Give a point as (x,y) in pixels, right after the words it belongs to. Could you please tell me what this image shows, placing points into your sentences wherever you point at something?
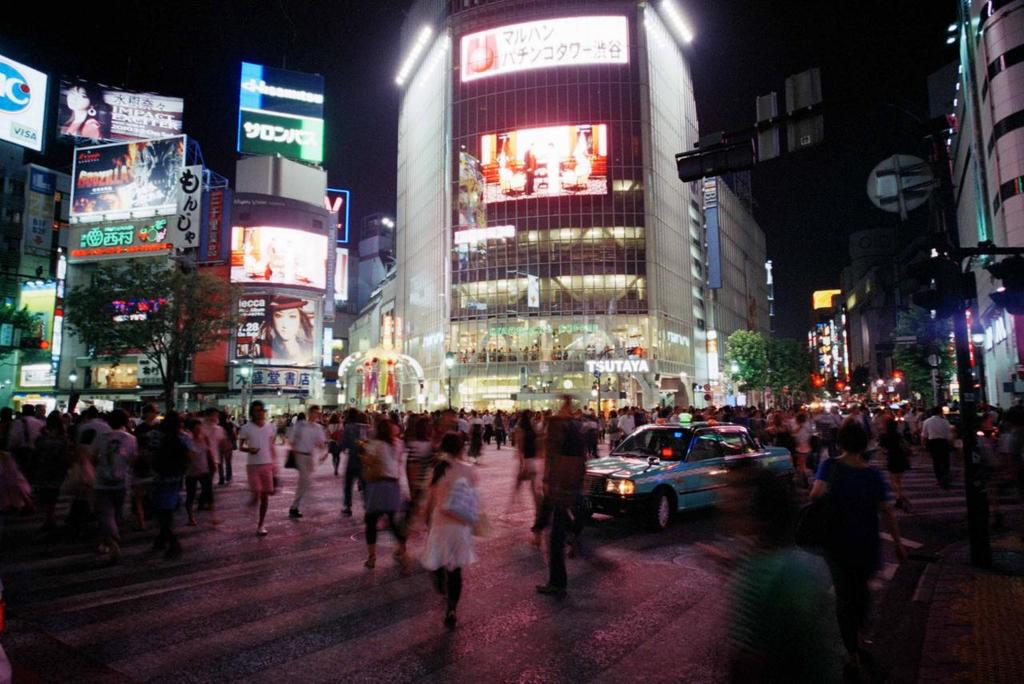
In this image there are many people (301,422) walking on the streets (284,480) of a city center (835,407) and there is a car (699,477) passing on the road (521,537), in the background of the image (395,344) there are trees (171,293) and billboards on the buildings (433,221).
